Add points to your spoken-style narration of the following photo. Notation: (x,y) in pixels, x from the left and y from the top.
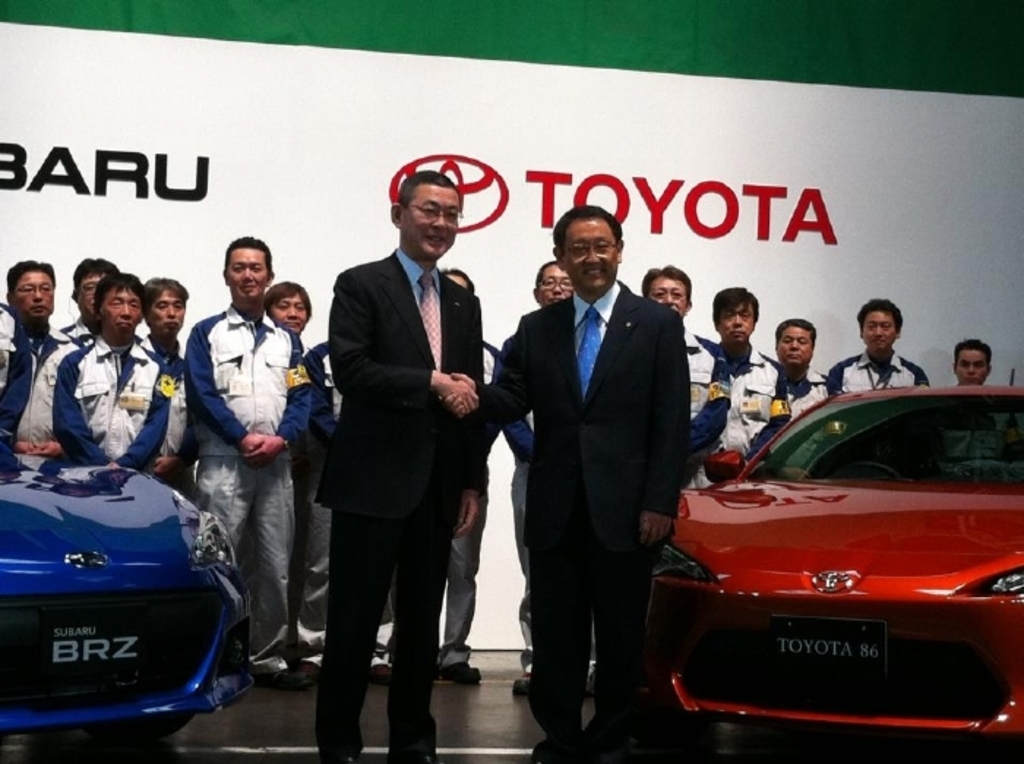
In this image there are two persons (450,317) suited up and shaking hands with each other, behind them there are two cars (121,567) and there is a group of people (269,353) standing, behind them there is a banner (392,195).
